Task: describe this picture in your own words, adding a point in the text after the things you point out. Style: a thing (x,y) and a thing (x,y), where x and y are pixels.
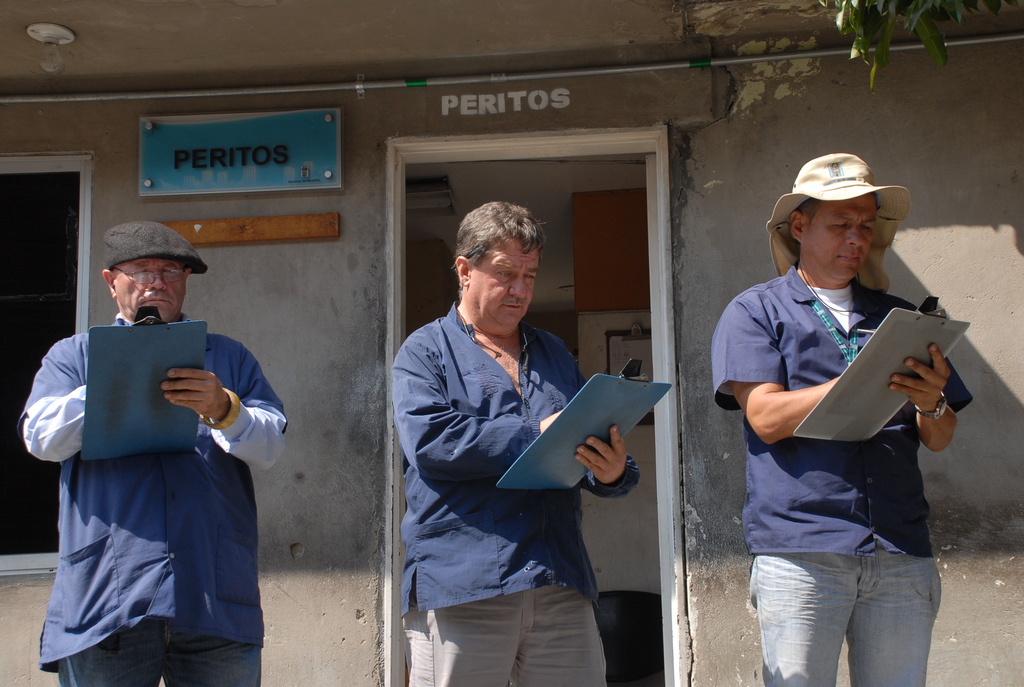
In this picture there are three men (523,438) wearing a blue color shirts (503,449) holding the pad (854,391) in the hand (581,452) and writing something. Behind there is a grey color wall (327,468) with door (634,563).
